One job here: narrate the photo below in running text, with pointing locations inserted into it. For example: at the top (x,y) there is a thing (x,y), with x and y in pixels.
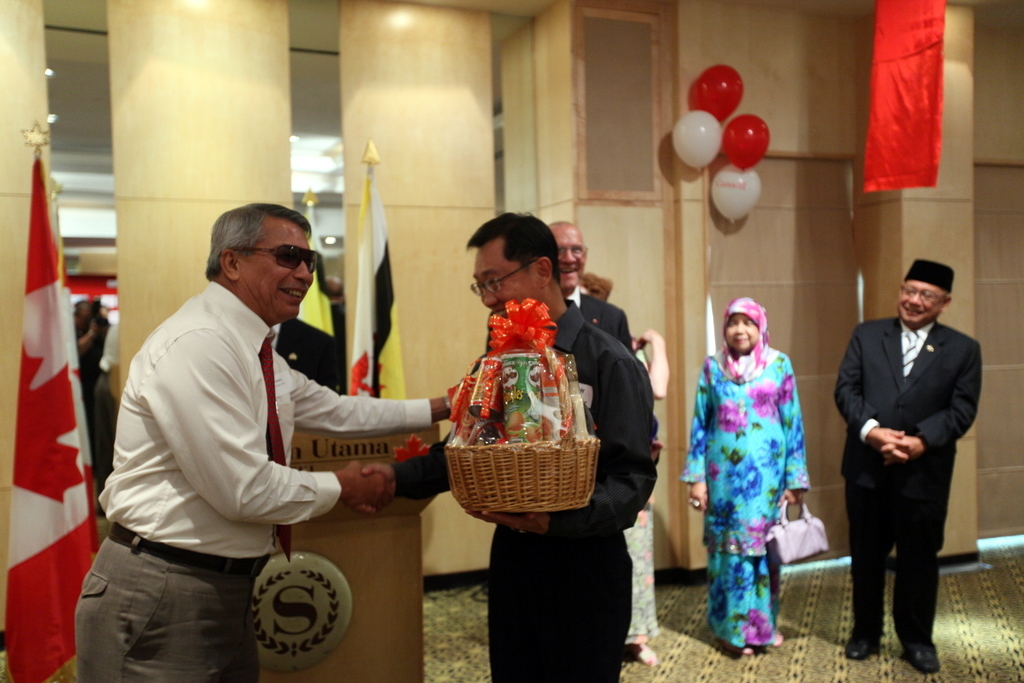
In this image we can see some group of persons (704,391) standing, in the foreground of the image (496,457) we can see two persons (366,403) wearing white and black color dress (415,421) shaking their hands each other and a person (638,430) wearing black color dress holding some thing (512,451) in his hands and in the background of the image (359,554) there is wooden podium (317,527), flag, balloons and there is a wall (163,8).
